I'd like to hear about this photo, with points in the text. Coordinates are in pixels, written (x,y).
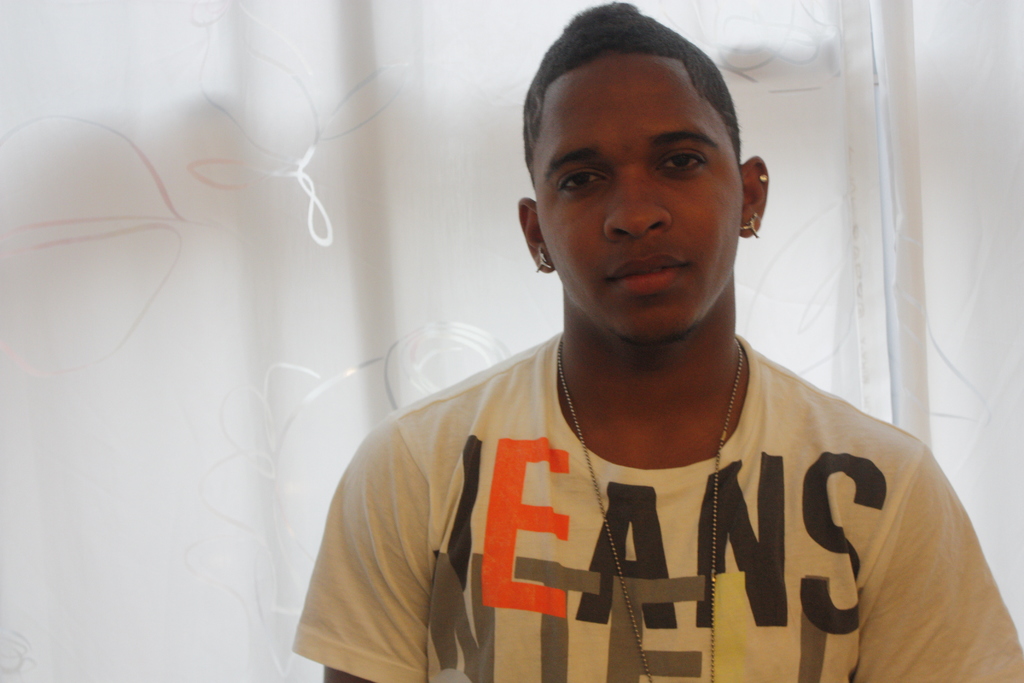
In this image I can see the person (587,434) with the dress (505,557) and I can see the white background (59,9).
